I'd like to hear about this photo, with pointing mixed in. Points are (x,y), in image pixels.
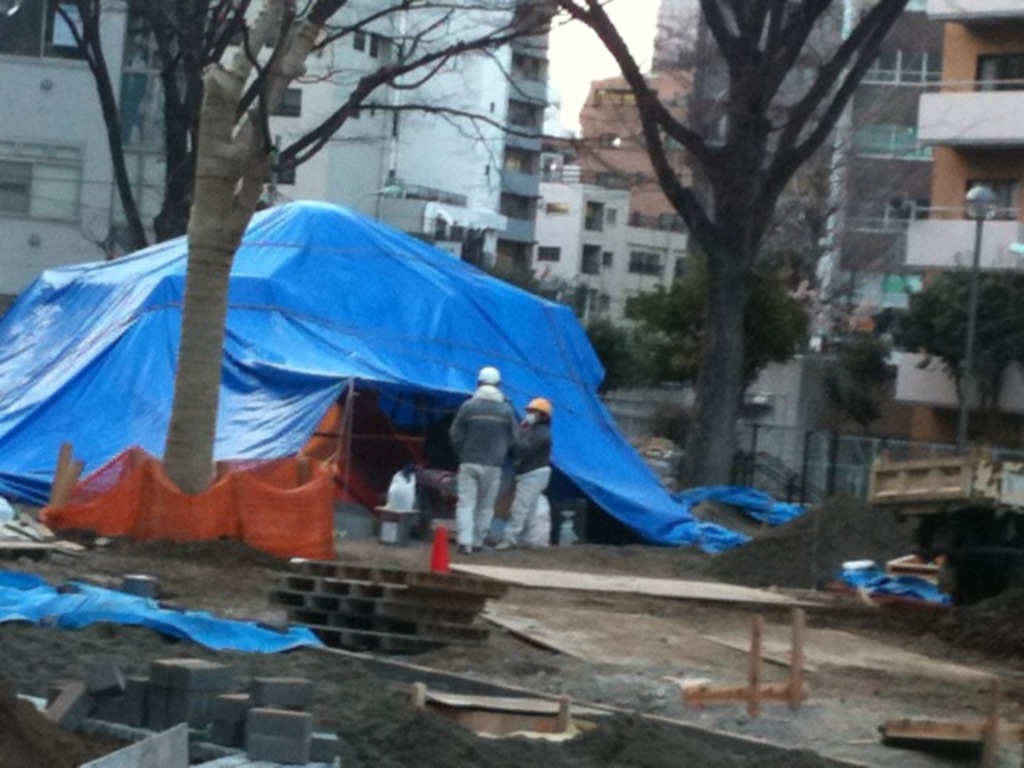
In the center of the image (426,383), we can see a tent (435,385) and some people (533,425) and are wearing helmets (535,408) and there are bricks (334,632), asbestos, a table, sand (804,565) and some other objects (397,606) and there are clothes (199,528). In the background (725,435), we can see a fence (790,469), trees (749,295) and buildings (450,144) and there is a pole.
